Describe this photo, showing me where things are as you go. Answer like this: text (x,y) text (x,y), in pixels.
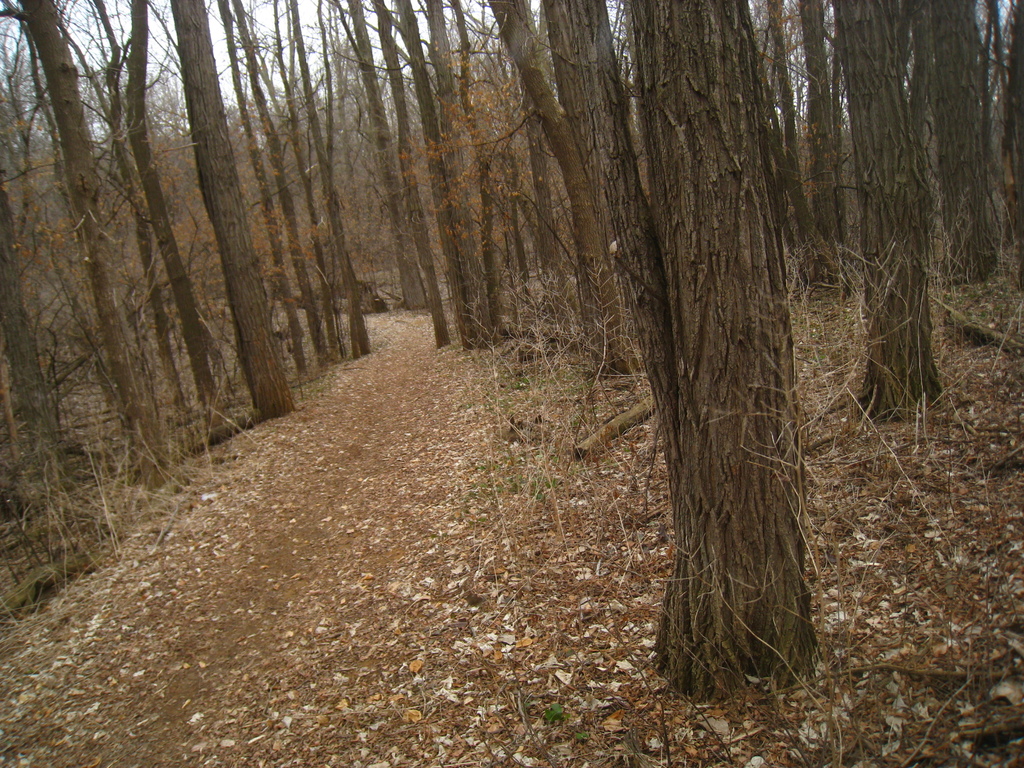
In the foreground of this image (351,538), there is a path (351,377). On the other side, there are trees (364,86) and in the background (308,20), there is the sky (302,17).
